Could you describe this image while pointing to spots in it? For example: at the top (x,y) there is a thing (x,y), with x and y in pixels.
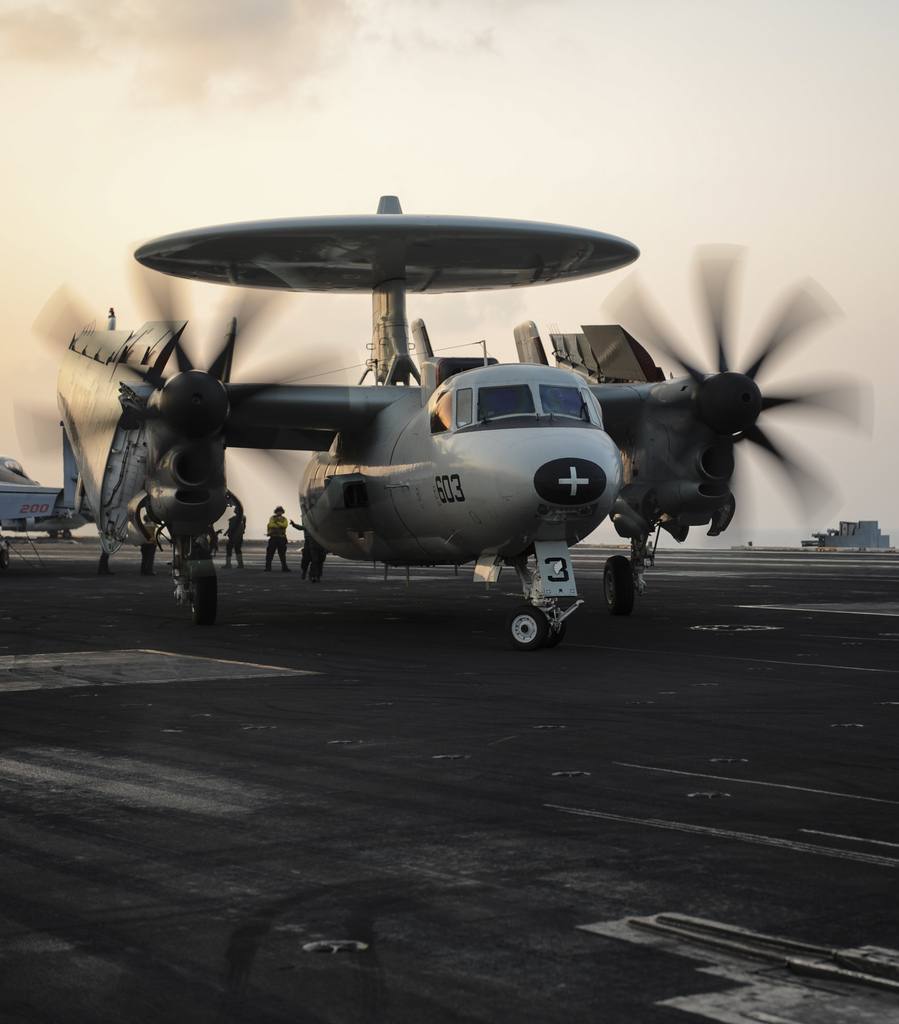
In this picture, we see the aircraft (572,441) is on the runway (427,625). Behind that, we see the people (303,532) are standing. On the left side (80,512), we see an airplane (35,511). On the right side (820,545), we see a vehicle (862,542) in grey color. In the background (491,113), we see the sky (393,169).
